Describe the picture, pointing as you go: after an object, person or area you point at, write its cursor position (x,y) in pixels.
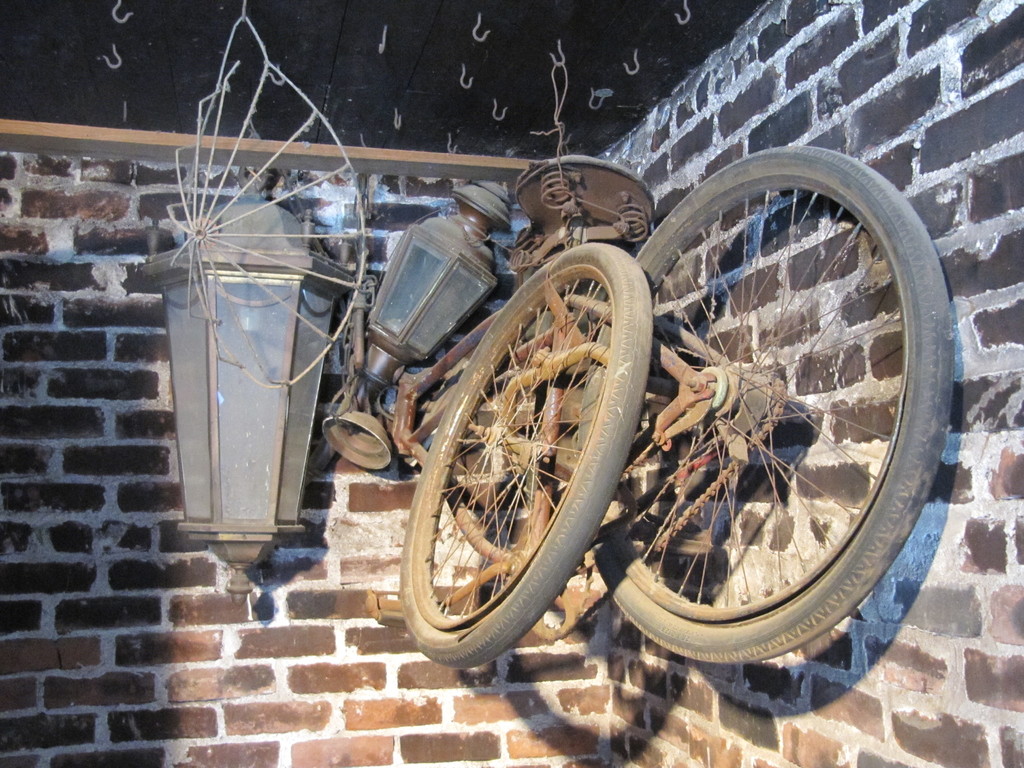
In the picture I can see the wheels (435,462) of bicycles (608,450) and two lamps (235,357) are hanging near the brick wall (73,386). Here I can see hooks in the ceiling (48,43).
